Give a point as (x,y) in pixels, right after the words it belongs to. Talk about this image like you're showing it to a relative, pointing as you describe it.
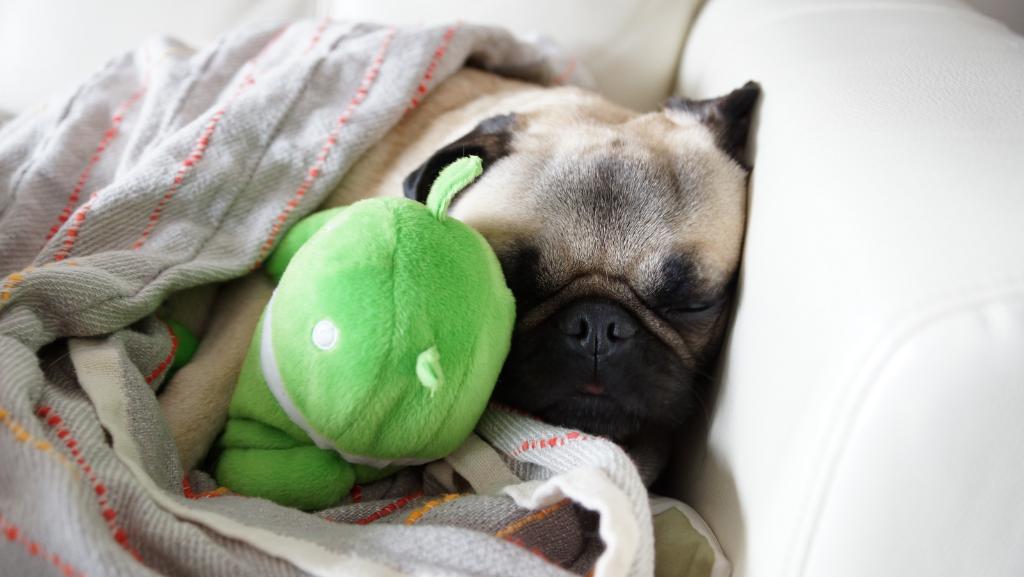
In this image we can see that a dog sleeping on a couch (870,23) and it is sleeping with a soft toy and we can also see that a blanket (357,26) is covered on the dog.
